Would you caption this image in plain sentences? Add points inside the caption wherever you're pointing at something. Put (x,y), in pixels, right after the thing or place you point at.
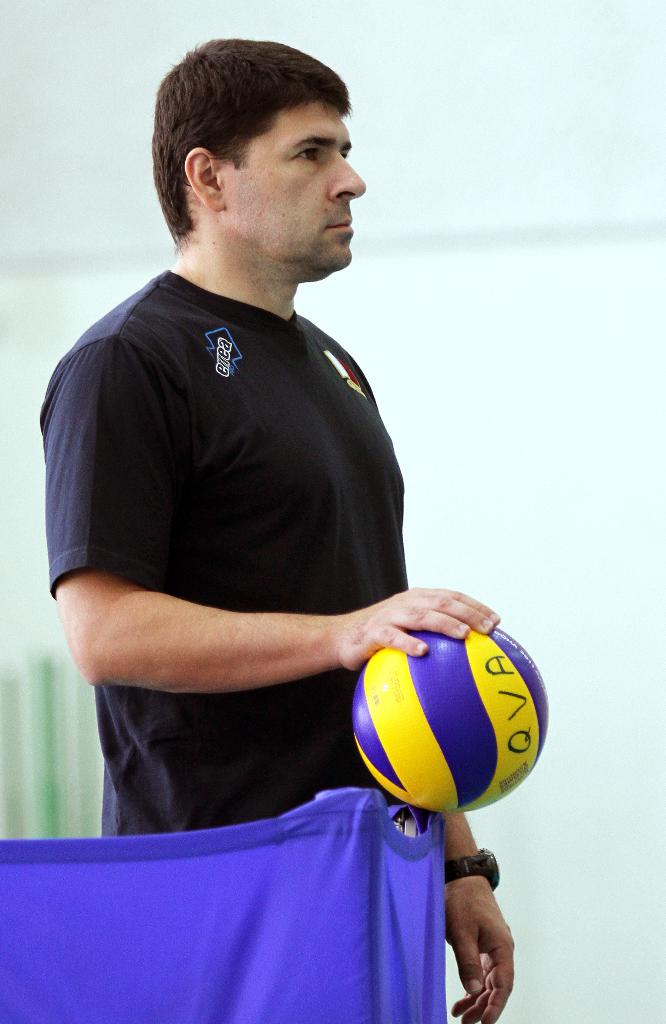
In this picture there is a man (329,174) who is wearing t-shirt (236,428) and watch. He is holding a volleyball (417,635). In the bottom left (130,952) I can see the blue cloth (250,944). In the back (636,442) I can see the blur image.
